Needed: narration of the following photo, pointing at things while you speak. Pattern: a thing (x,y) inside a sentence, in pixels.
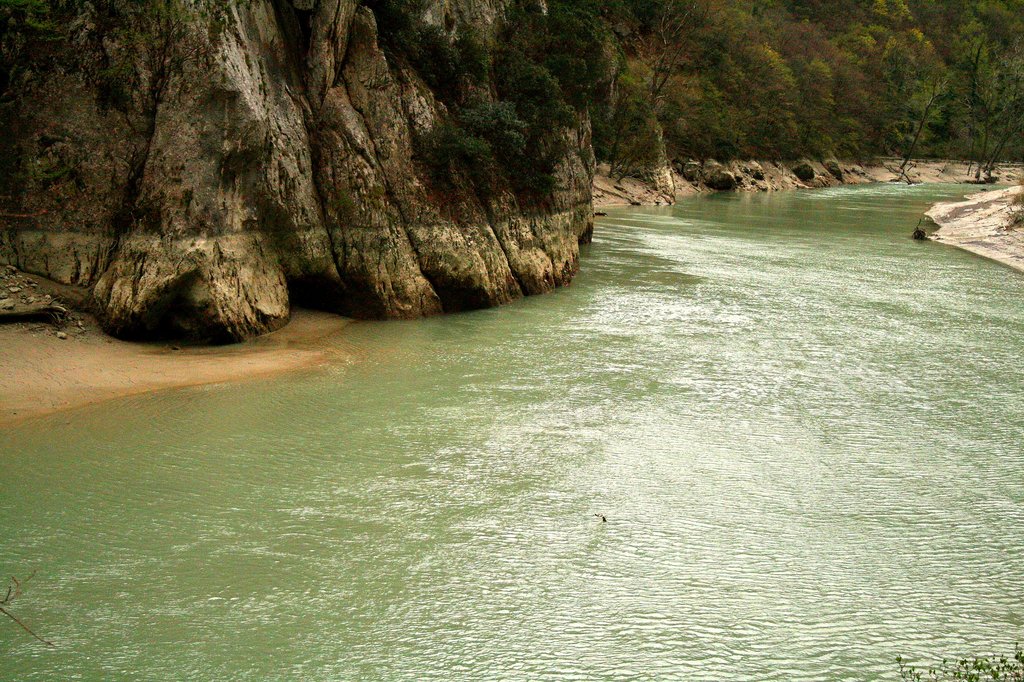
In this image we can see water (626,428) and at the background of the image (569,165) there are some mountains (589,151) and trees (681,76).
